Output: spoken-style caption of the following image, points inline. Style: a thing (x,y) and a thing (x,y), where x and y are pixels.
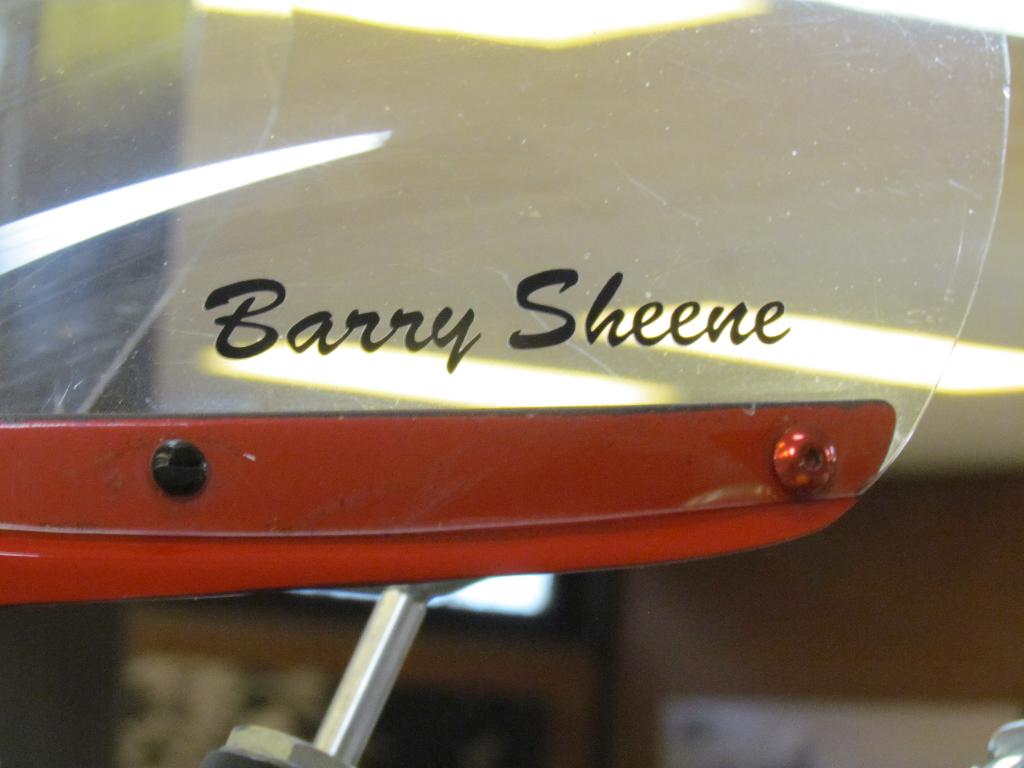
In this image, we can see a windscreen (403,348), on that windscreen (293,413) BARRY SHEENE is printed.
